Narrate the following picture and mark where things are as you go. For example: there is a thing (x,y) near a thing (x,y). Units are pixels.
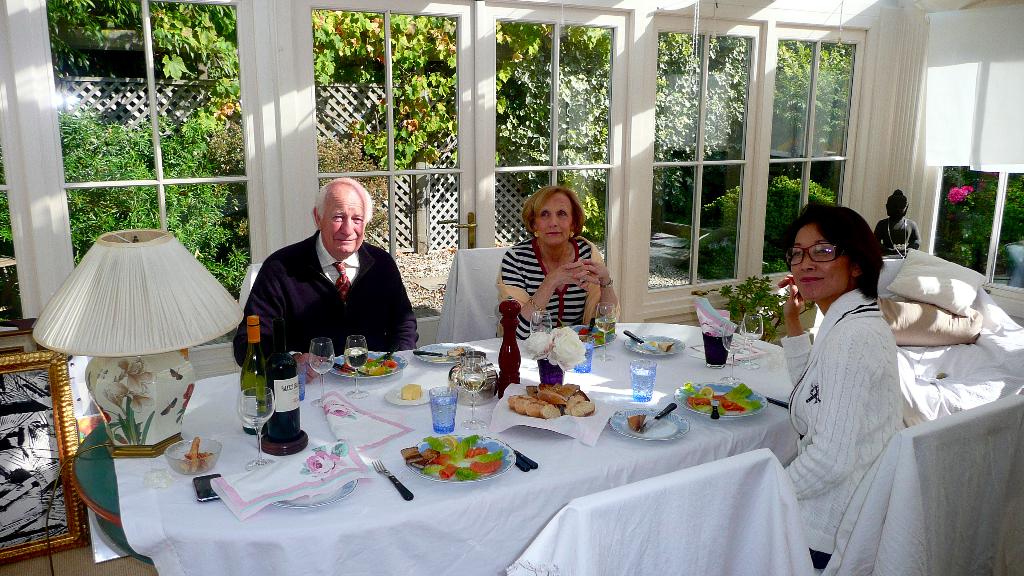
On the background of the picture (734,78) we can see few trees (360,83) and plants (507,121). this is a door (445,137). we can see windows (137,26). Here we can see one statue (895,225). Here we can see few persons (861,374) sitting on a chairs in front of a table (773,369) and on the table (697,373) we can see Spoons (521,457) and forks (377,468), tissue papers (359,440), bottles (290,405), glasses (255,401), flower vase (560,360) and also a plate (735,396) of food (573,390).
